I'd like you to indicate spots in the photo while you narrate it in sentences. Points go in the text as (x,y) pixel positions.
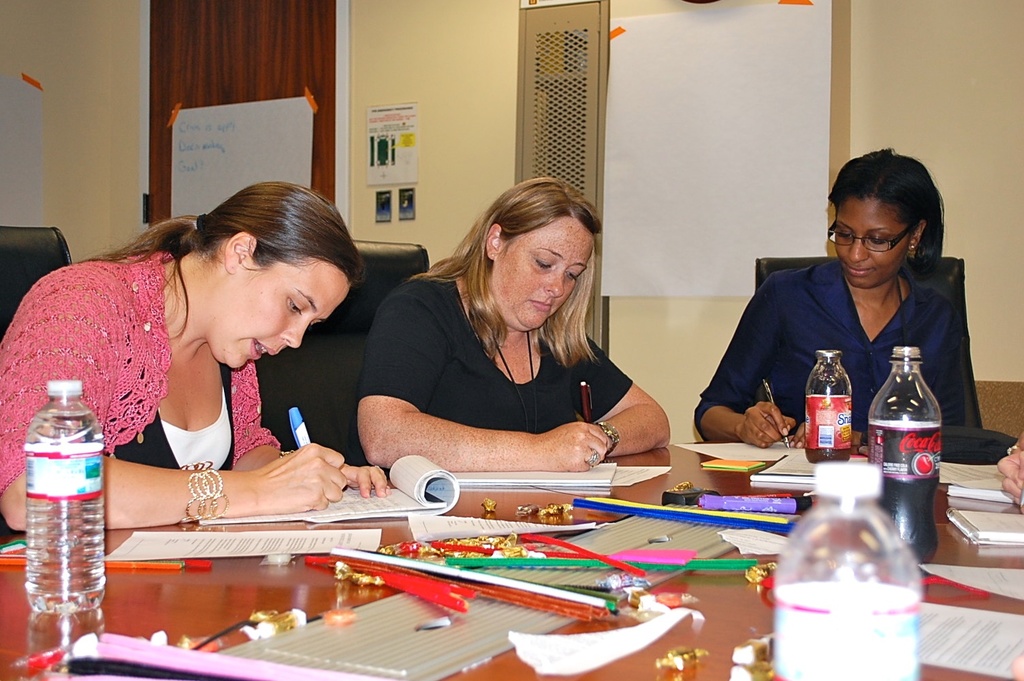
In this image we can see three women (11,526) sitting on a chair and they are writing on a paper (130,549). This is a wooden table (21,624) where a bottle (868,466) and a cool drink (936,463) and sketches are kept on it.
